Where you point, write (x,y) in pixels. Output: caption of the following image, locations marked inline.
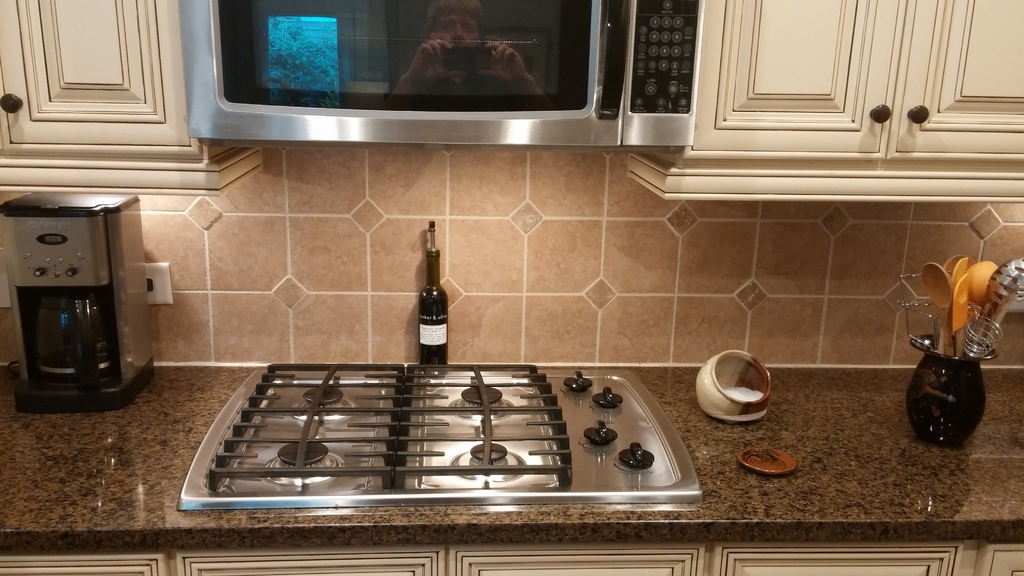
In this picture there is a stove (468,384), coffee maker (30,333), and spoons (968,275) at the bottom side of the image (104,400) and there are cupboards (29,179) at the bottom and top side of the image (131,111), there is an oven (495,8) at the top side of the image (544,89).
